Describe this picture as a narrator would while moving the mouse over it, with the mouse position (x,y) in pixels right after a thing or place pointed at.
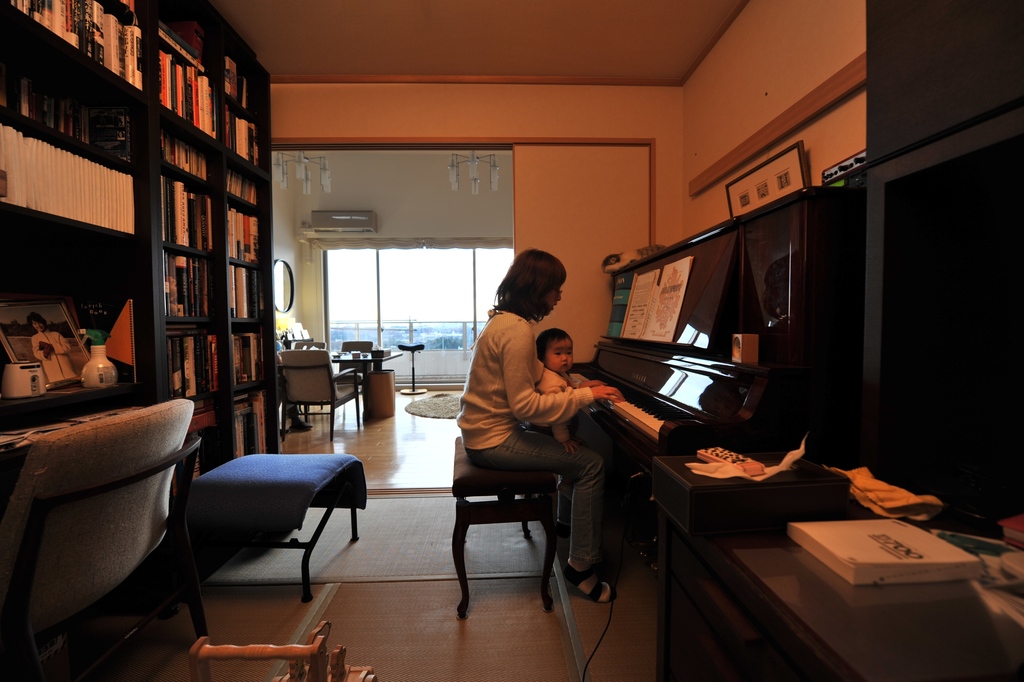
Here we can see a woman (497,369) with a baby (552,430) sitting on a stool (469,477) in front of a piano (656,377) probably playing piano (670,369) and behind her we can see rack (270,197) of books (241,445) and in the middle (345,374) we can see tables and chairs (316,374) present.
